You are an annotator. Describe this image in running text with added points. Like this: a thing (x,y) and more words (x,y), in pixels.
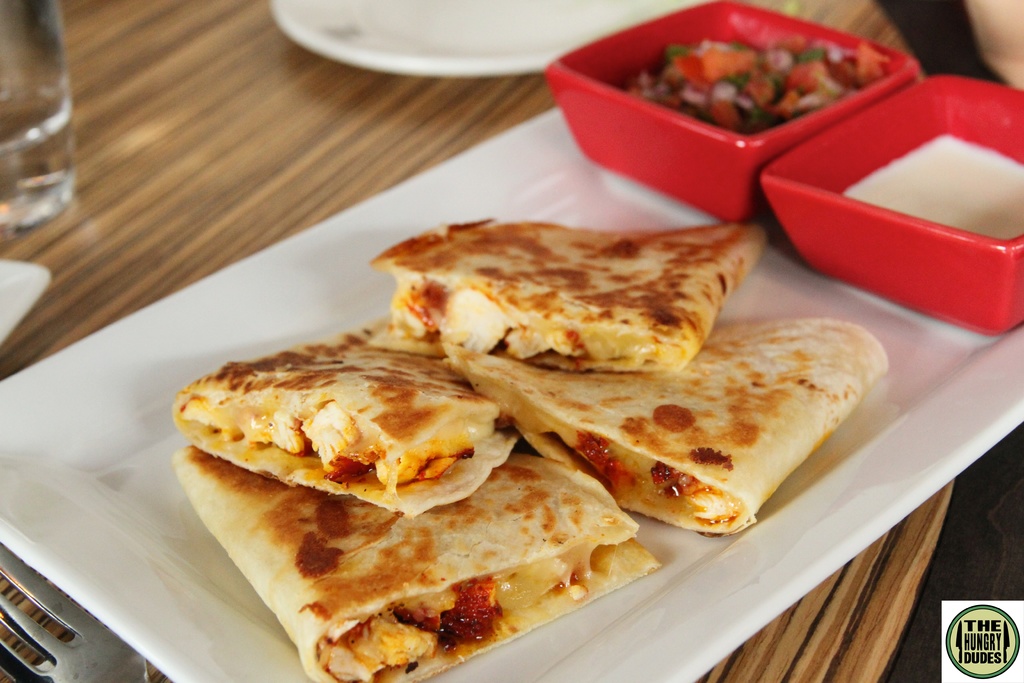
We can see tray (832,471), food (567,321), bowls (635,134), plate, glass (5,58) and fork (56,676) on the wooden surface (159,163).
